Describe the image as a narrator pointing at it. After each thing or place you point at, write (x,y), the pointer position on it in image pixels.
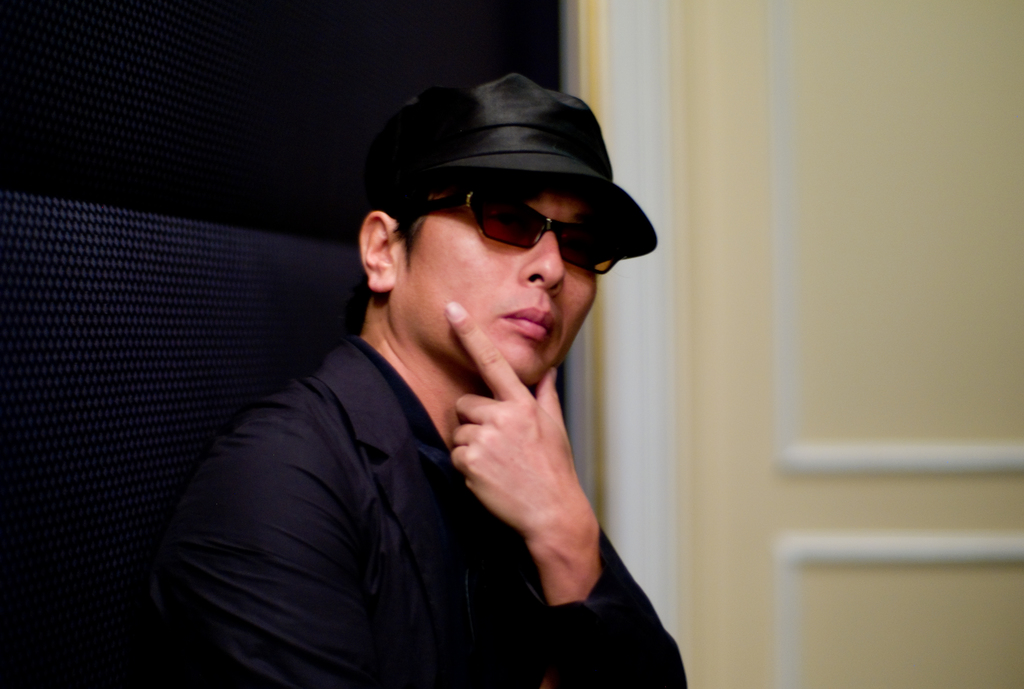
In this picture I can observe a man (476,408). He is wearing black color coat (302,459), spectacles (501,228) and a cap (509,155) on his head (442,286). On the right side (761,331) I can observe cream color wall (814,331).
